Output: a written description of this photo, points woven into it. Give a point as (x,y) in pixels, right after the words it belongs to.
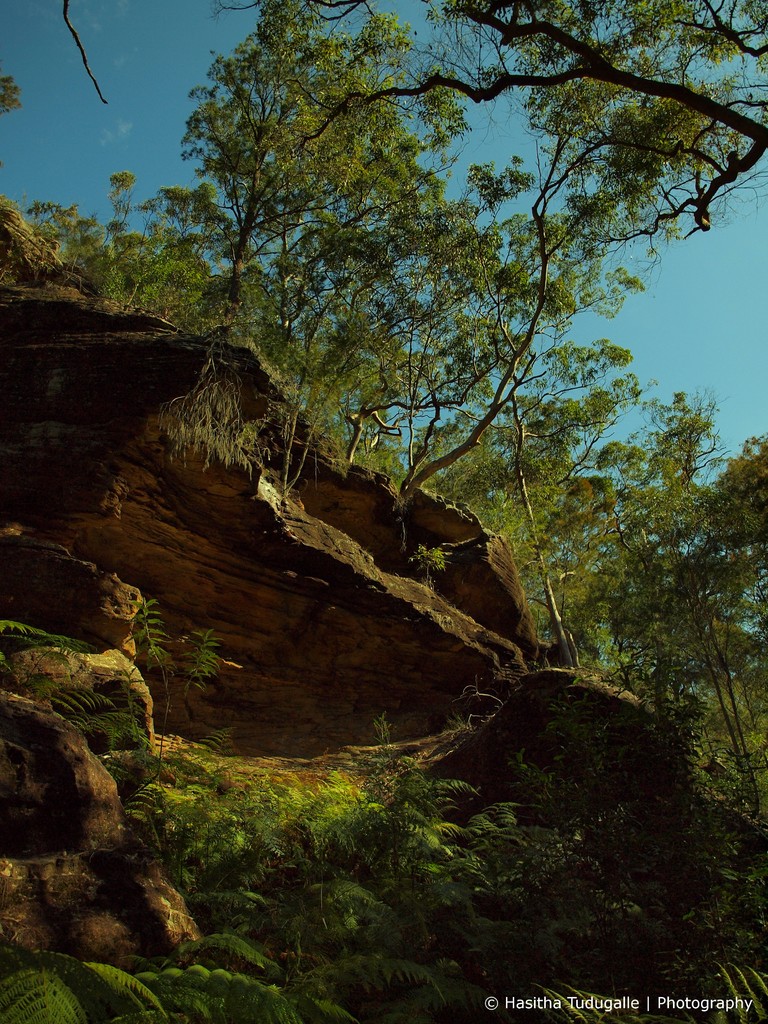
In this image we can see few rocks (215,632). There are many trees (662,462) and plants (618,944) in the image. We can see the sky (665,330) in the image.
